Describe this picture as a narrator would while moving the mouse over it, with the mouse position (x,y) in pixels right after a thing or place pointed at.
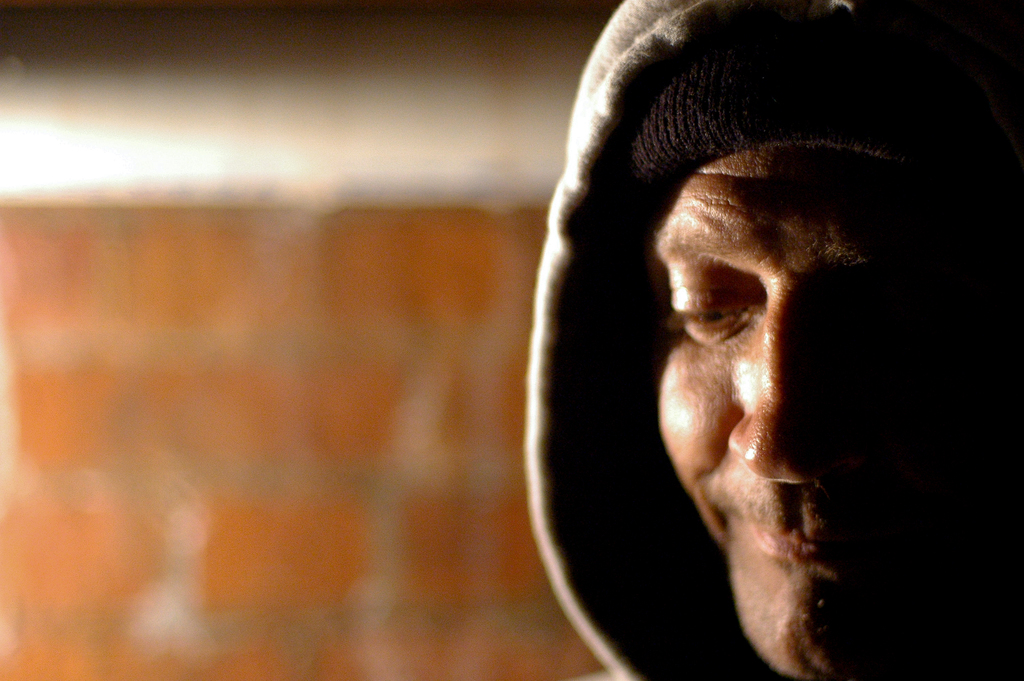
On the right side of the picture (788,353) we can see a person face (852,500). In the background (309,309) it is blur.
